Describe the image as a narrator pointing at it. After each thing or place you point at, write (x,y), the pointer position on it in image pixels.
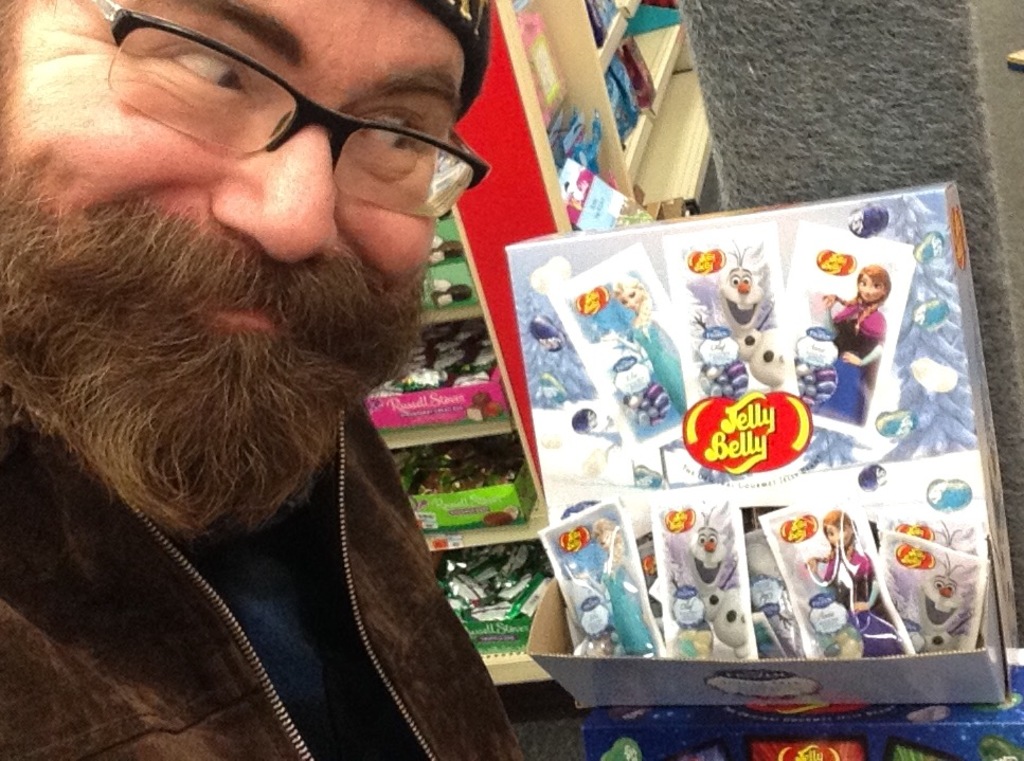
In this picture we can see person (180,511) taking a selfie, side we can see shelf (479,201) on which there are some candy boxes (473,484).
